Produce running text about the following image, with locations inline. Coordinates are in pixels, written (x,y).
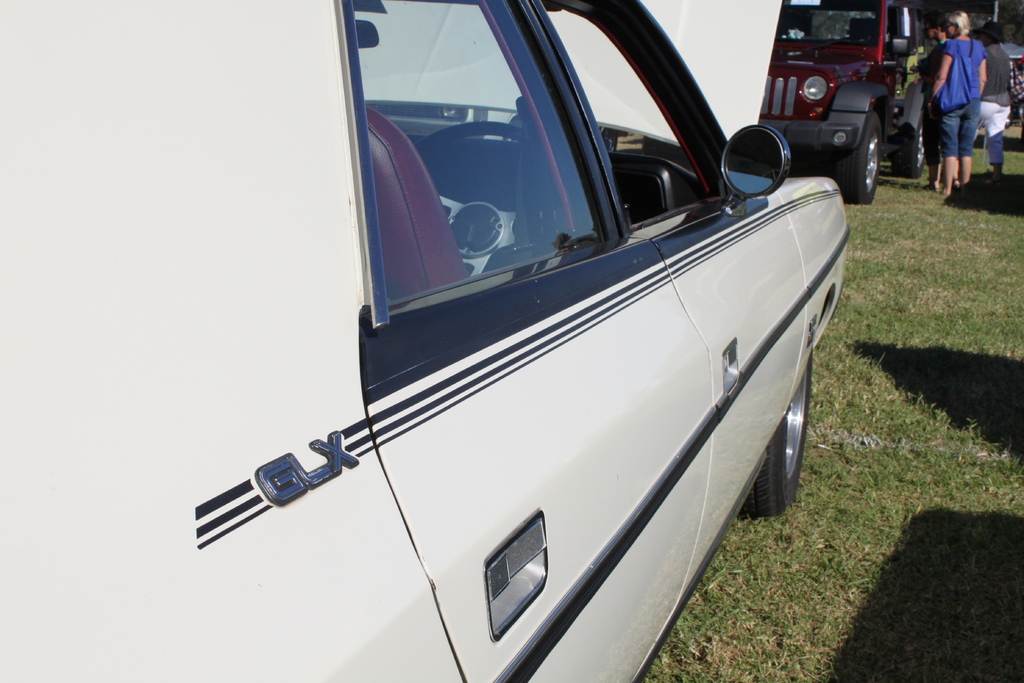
In this image in the foreground (470,439) there is a car (578,444) which is white in colour with some text (356,462) written on it and there is grass (870,560) on the ground (868,491). In the background (984,87) there are persons (969,98) standing and there is a car (836,64) which is red and black in colour.
